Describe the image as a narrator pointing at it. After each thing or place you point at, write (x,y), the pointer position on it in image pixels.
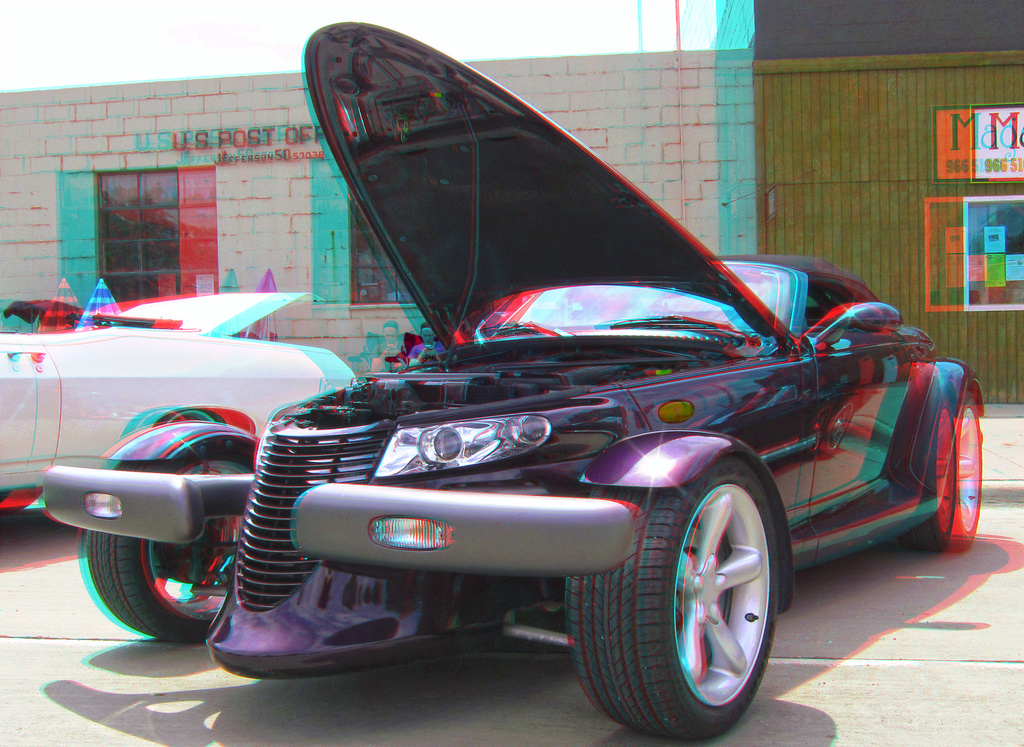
In this picture we can see cars (22,363) on the ground (750,719), umbrellas (86,319), windows (172,281), posters (950,120) on the wall (741,164) and in the background (439,38) we can see the sky (311,23).
